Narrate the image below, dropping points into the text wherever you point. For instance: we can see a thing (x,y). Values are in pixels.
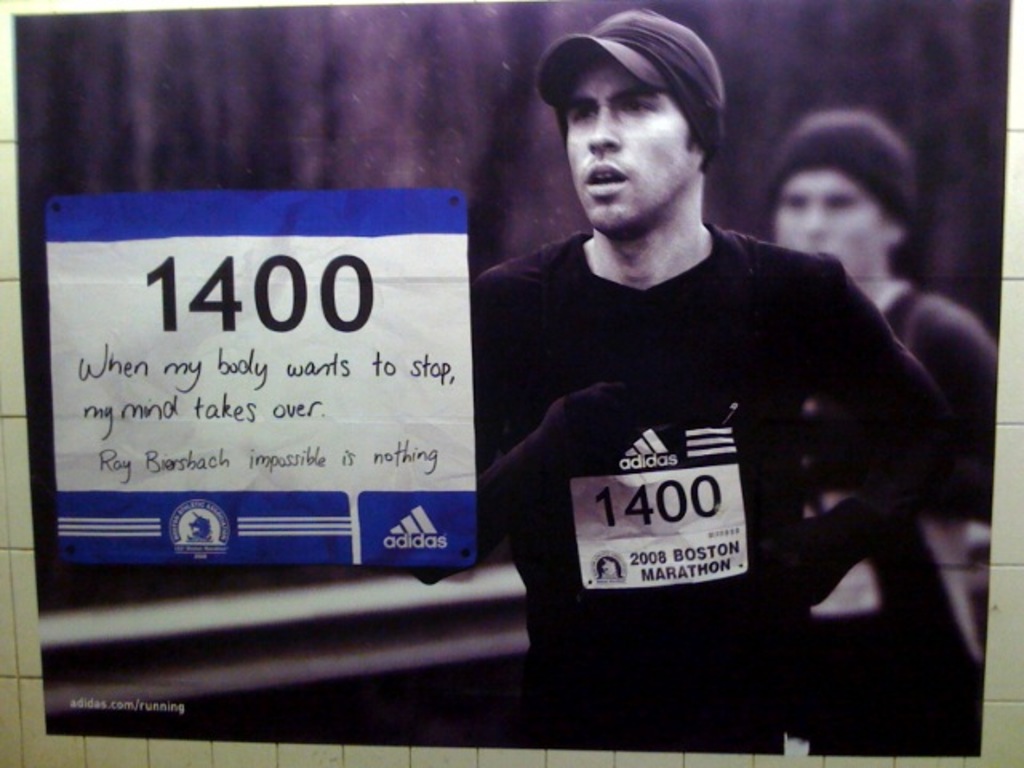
In this picture there is a board (367,185) on the wall (2,48). On the board (536,510) there is a picture (960,275) of a person (730,295) running and there is a person (826,148) and there is a text (303,412). On the bottom left of the board (148,714) there is a text (176,710). There are tiles (10,497) on the wall (1009,471).
